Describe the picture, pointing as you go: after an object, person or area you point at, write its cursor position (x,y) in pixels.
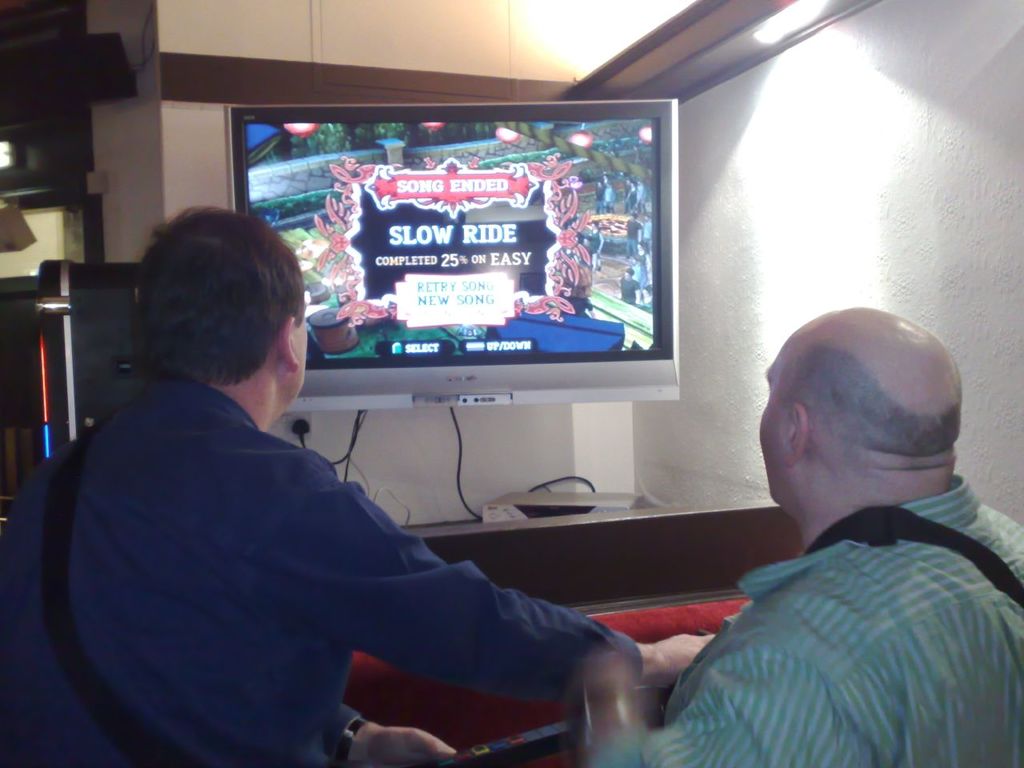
At the bottom of the picture (284,556) there are two men (545,623). In the center of the picture (485,312) there is a television (332,166). On the left (48,332) there are some objects (56,402). At the top (601,18) and left it is a wall (751,137). In the center of the picture (527,499) there are cables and an electronic gadget (610,496).
